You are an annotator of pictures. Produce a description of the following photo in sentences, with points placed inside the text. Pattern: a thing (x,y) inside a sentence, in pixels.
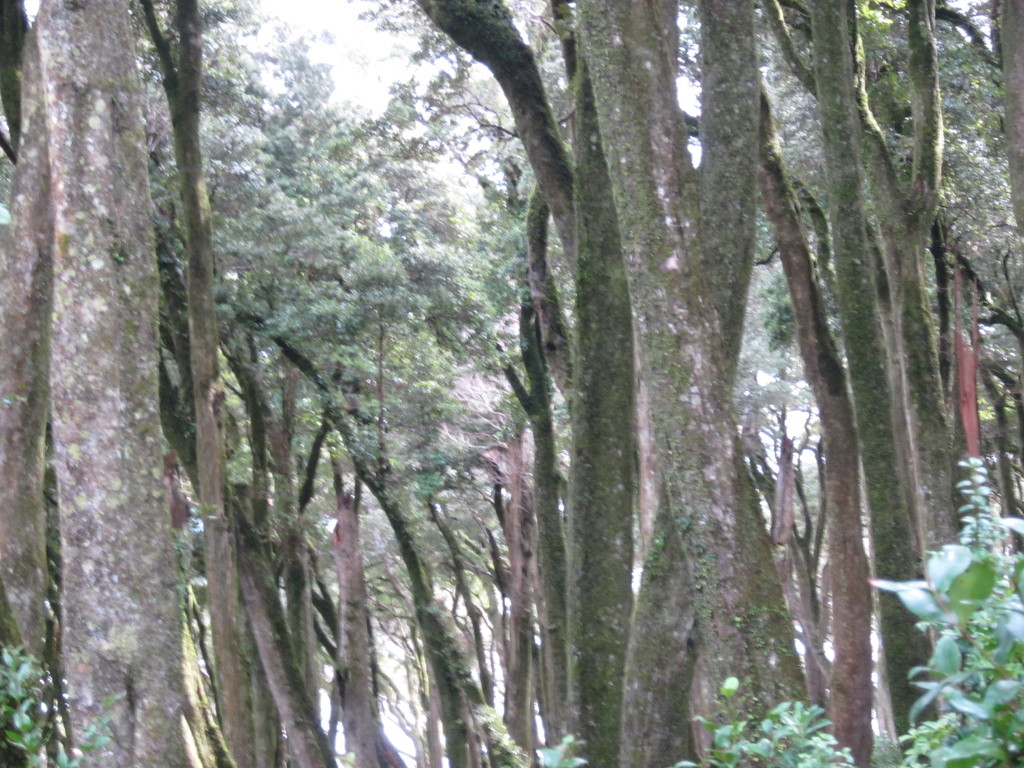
In this image we can see few trees (495,403) and sky (345,46) in the background (367,49).
